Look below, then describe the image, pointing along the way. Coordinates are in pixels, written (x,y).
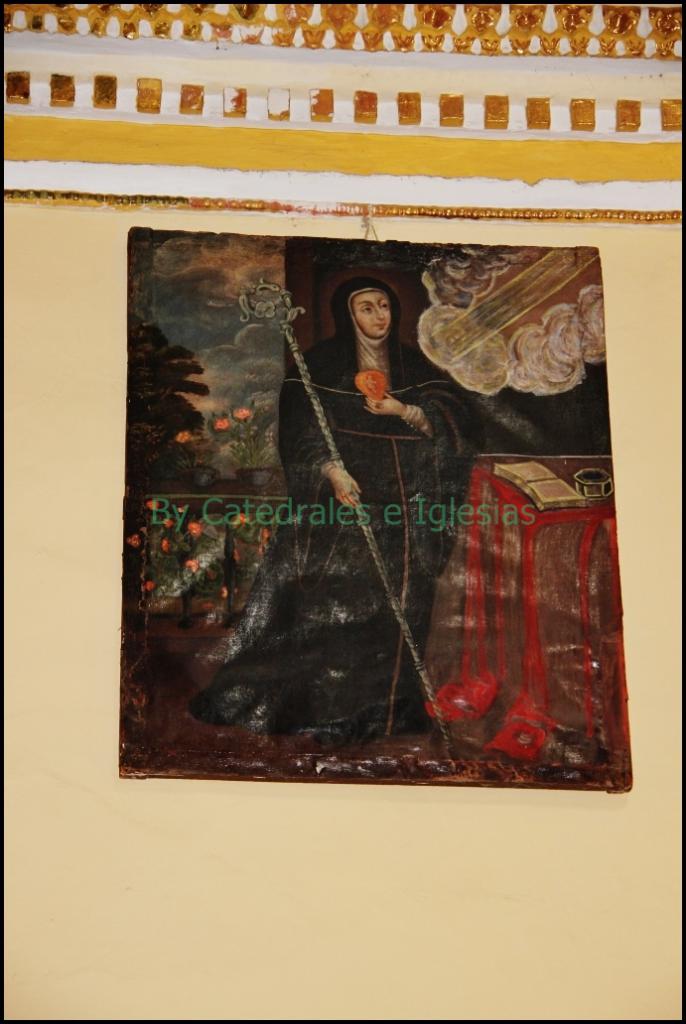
This is the frame (174,736), which is attached to the wall (112,621). I can see the watermark (239,521) on the image.
